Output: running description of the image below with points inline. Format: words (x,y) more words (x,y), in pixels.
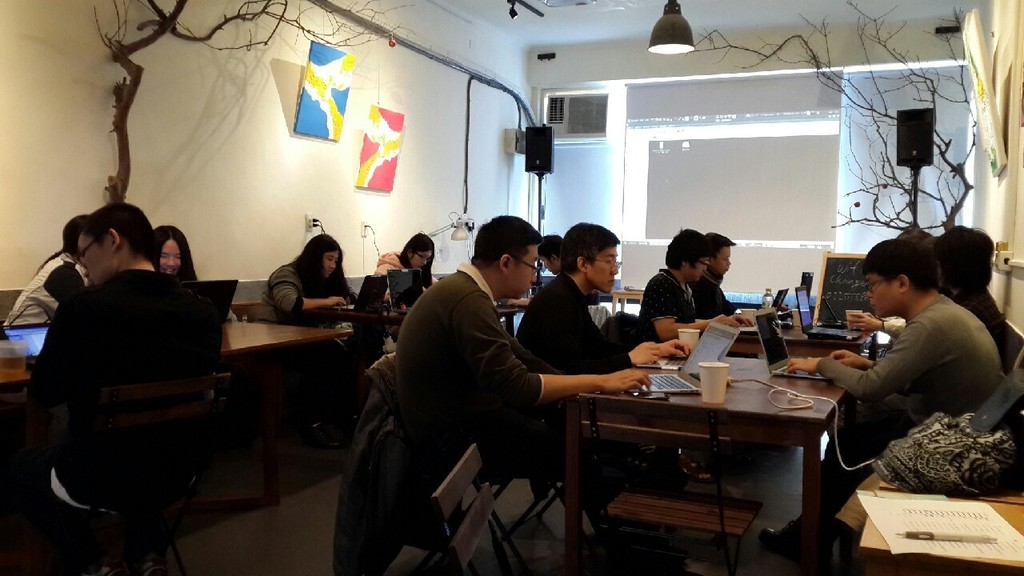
As we can see in the image there is a white color wall (232,121), dry tree (161,34), photo frames (394,163), light (659,44) and few people (568,245) sitting on chairs (450,572). On table (745,407) there is a laptop (705,347), glass (716,389) and a bottle (767,294).
